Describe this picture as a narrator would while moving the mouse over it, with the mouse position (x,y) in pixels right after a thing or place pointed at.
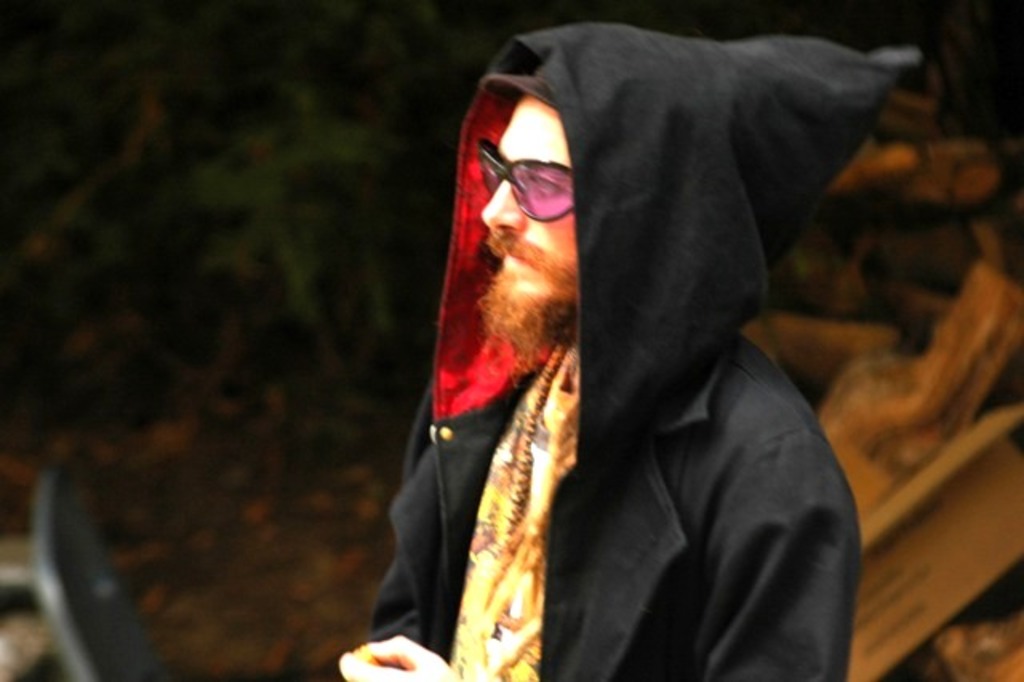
In this image in the front (594,372) there is a person (579,422) standing and the background (97,185) is blurry.
